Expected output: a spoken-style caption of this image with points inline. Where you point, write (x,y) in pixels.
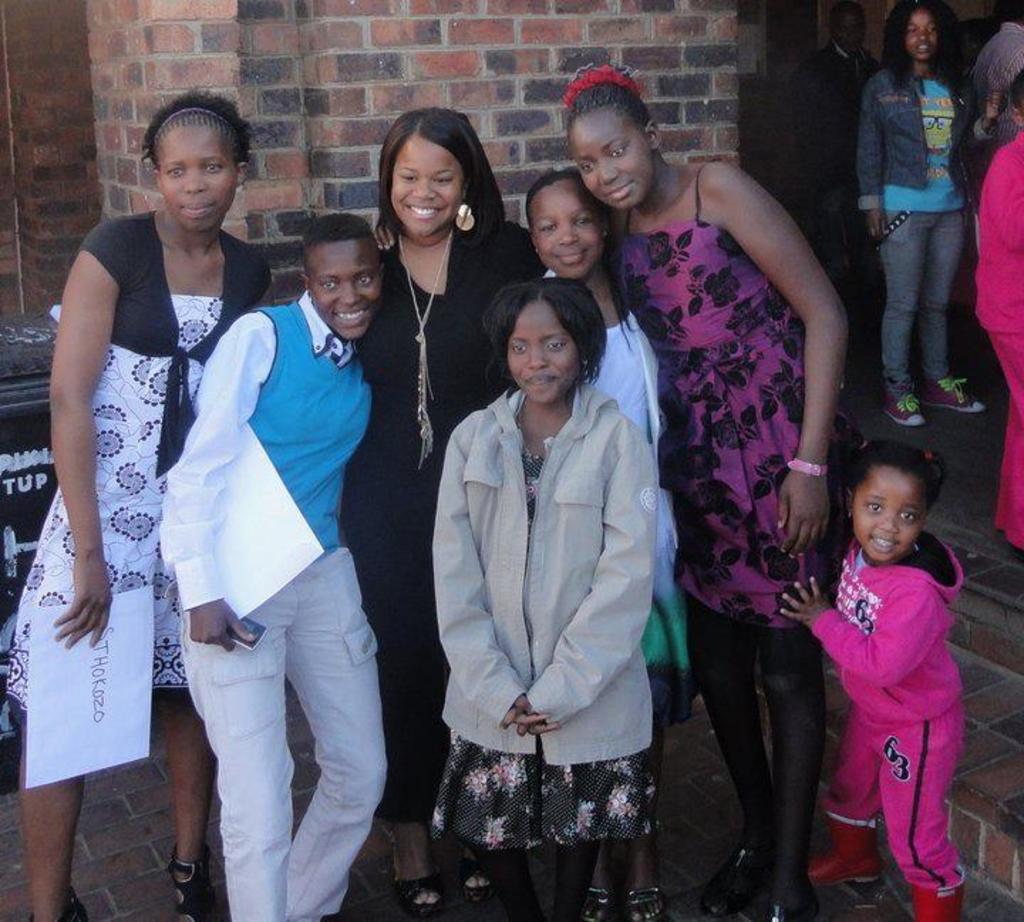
In front of the picture, we see the people (597,476) are standing. They are smiling and they are posing for the photo. The man (337,415) in the blue jacket (307,424) is holding a card (262,549) in his hands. Behind them, we see a wall (487,104) which is made up of bricks (280,111). We see the staircase (975,723). On the right side (869,283), we see the people (869,226) are standing. On the left side (21,541), we see a board (29,516) in black color with some text (14,473) written on it.
